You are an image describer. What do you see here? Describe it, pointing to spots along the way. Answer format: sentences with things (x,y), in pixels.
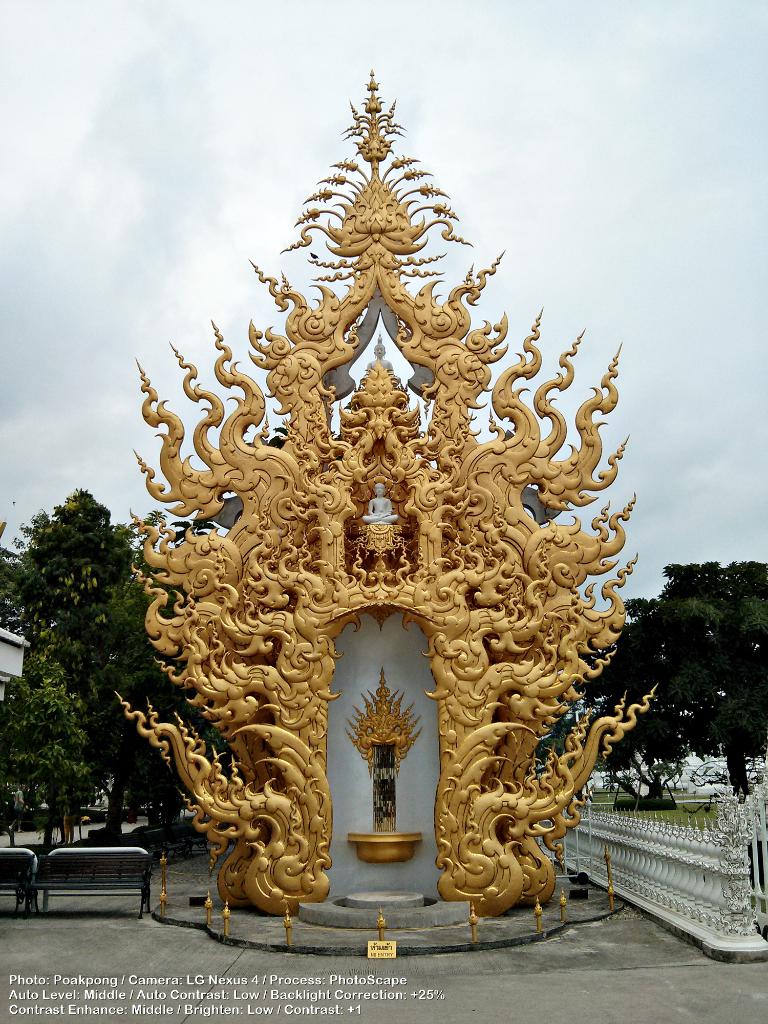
In this image we can see a statue (324,669). We can also see some benches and a fence (741,889) beside it. On the backside (130,601) we can see some trees (100,573) and the sky (89,419) which looks cloudy.
